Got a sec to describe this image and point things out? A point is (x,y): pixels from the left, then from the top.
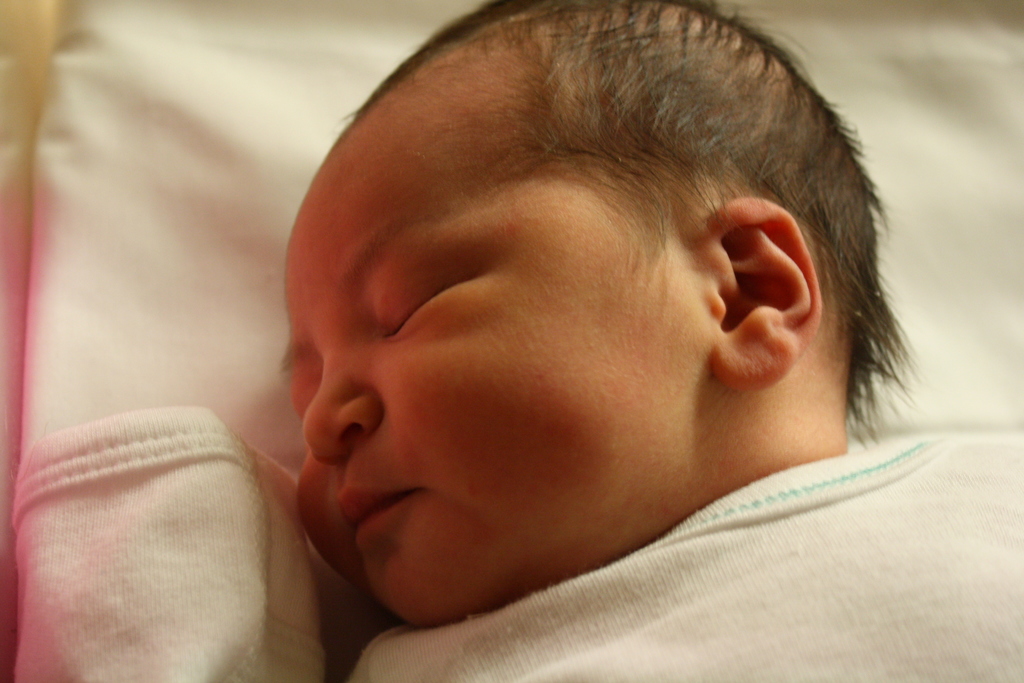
There is a baby (683,409) laying on white color surface (155,346).
